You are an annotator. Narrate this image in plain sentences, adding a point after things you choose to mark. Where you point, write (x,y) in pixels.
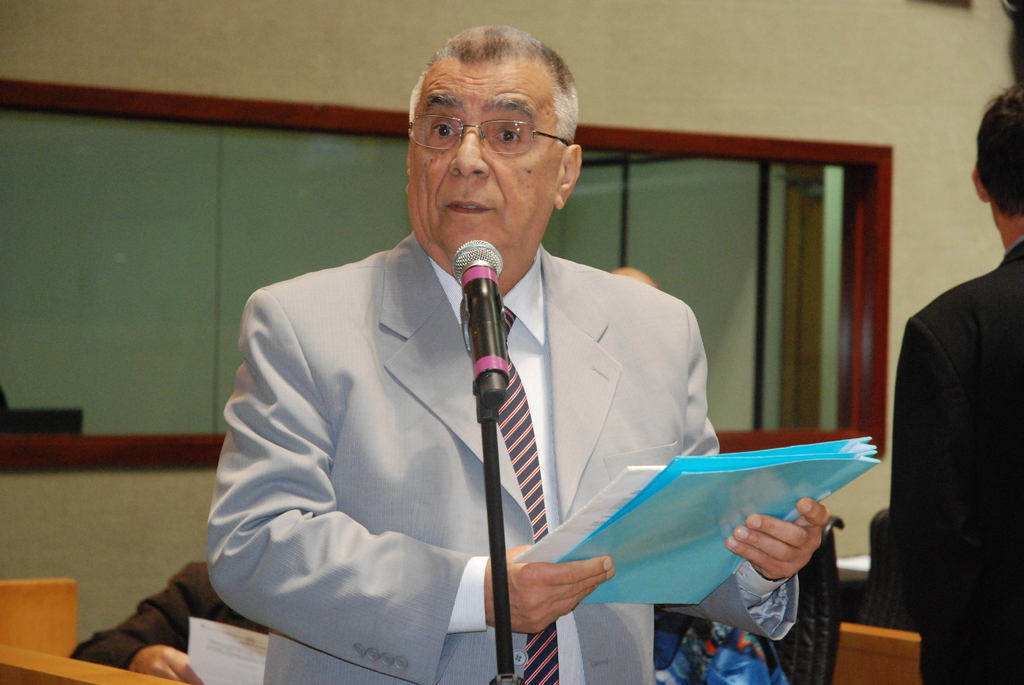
In this picture we can see a man (331,582) wore a blazer (408,403), tie (520,468), spectacles (520,146), holding a file (670,475) with his hands (800,526) and in front of him we can see a mic (478,251) and at the back of him we can see some people (1001,449), chairs (827,595), paper (225,667), wall (68,517), glass (162,380) and some objects (42,641).
